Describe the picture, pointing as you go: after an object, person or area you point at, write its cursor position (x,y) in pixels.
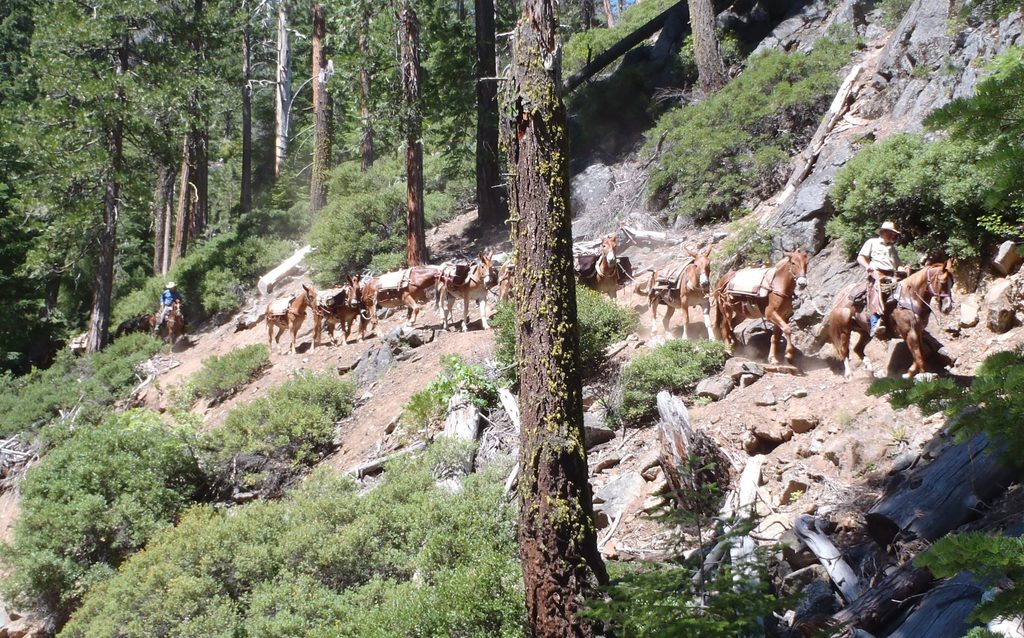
In this image there are some horses (748,316) are in middle of this image (578,285) and right side of this image (776,292). There is one person (166,294) is at left side of this image (163,312) and one person (870,279) is at right side of this image (889,254), and there are some trees (136,178) in the background (136,178). There are some small plants (307,579) are at bottom of this image (302,481).
